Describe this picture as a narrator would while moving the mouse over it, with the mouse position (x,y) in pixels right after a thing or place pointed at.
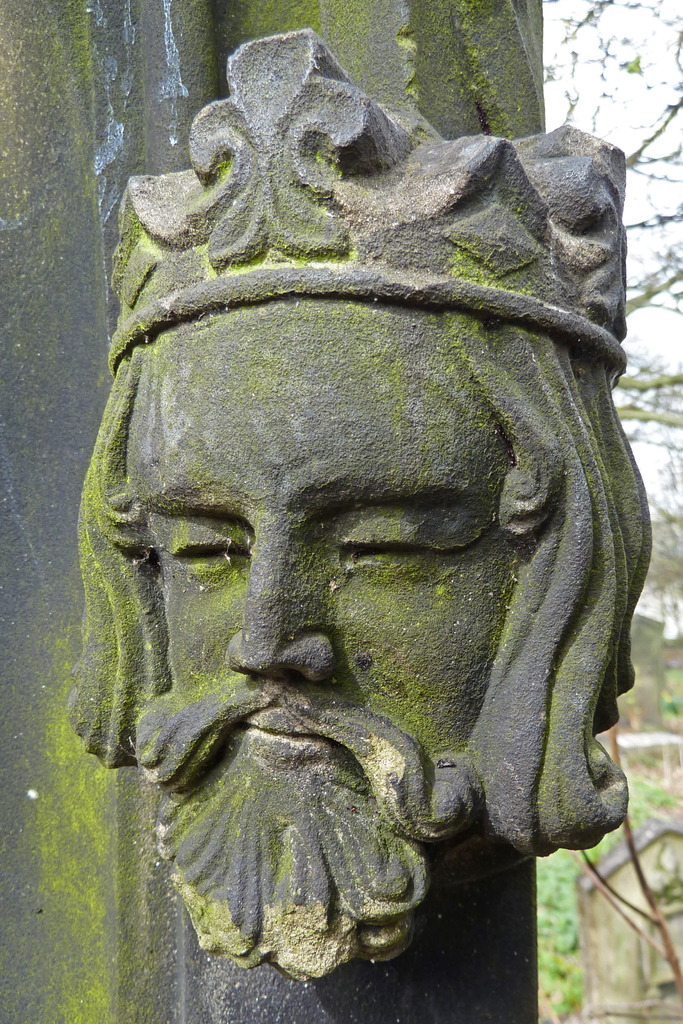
In this picture we can see a stone sculpture (271,90) of a man's face (246,699) with a beard (204,850) and a crown (540,238) on his head (290,853). In the background (664,928), we can see trees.
